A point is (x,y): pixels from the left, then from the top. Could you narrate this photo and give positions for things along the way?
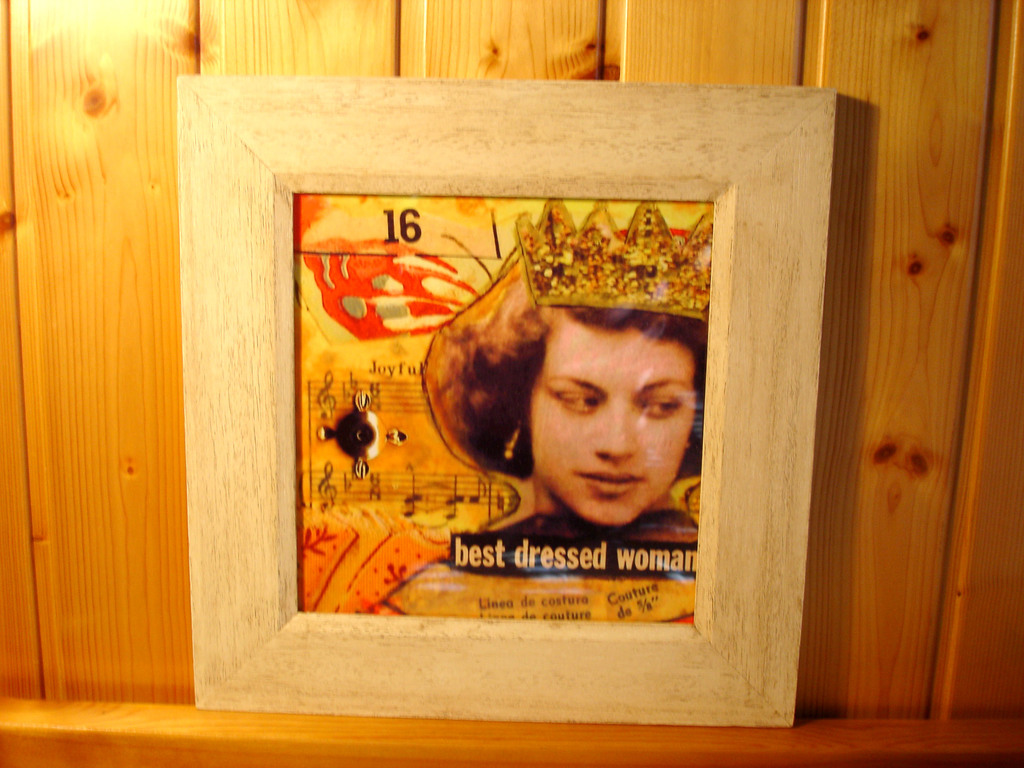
In this picture I can see a photo frame (544,235) in front (238,106) and on the photo (551,406) I can see a picture of a woman (524,462) and I see few words (491,551) and numbers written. In the background (65,571) I can see the wooden wall (859,373).
